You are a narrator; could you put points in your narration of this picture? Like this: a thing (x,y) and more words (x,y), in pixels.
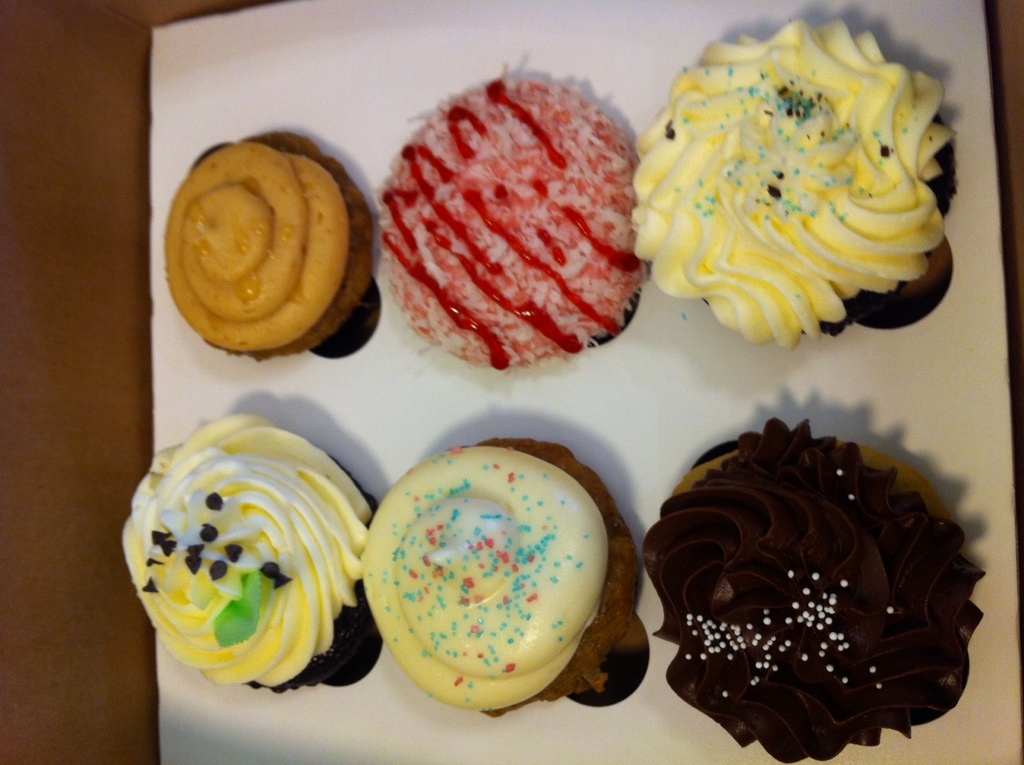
This picture contains cupcakes (569,240) which are placed on the white tray (624,474). On the left corner of the picture (98,411), it is brown in color and it is blurred.
